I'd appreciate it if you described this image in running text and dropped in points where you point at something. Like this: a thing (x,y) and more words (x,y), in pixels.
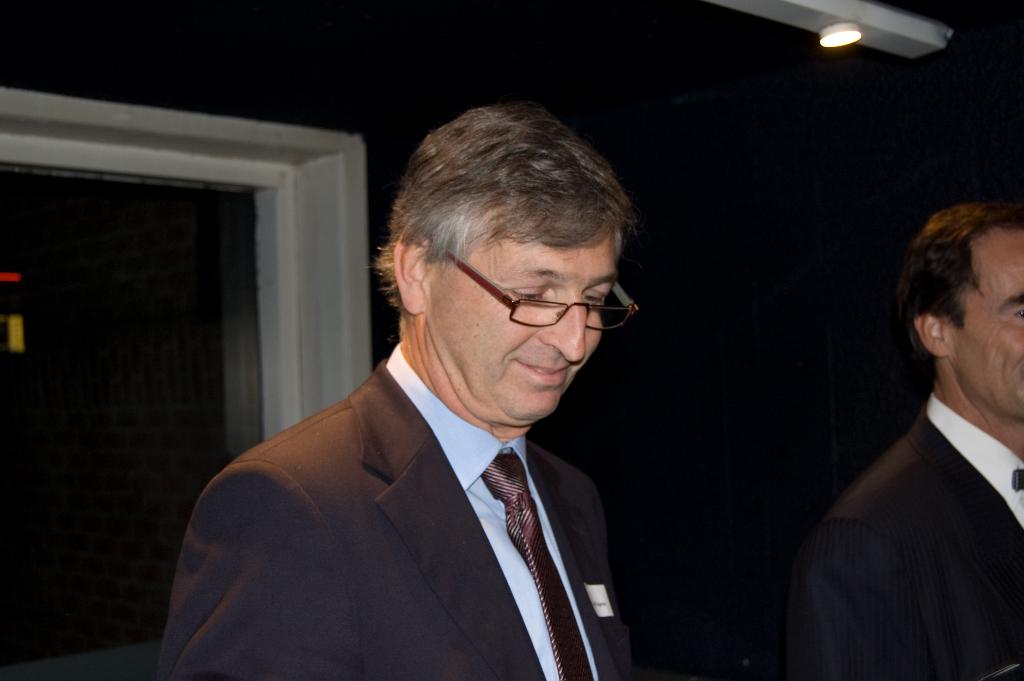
In this picture there is a person (450,566) wearing suit (429,578) and there is another person (939,579) beside him and there is a light (855,36) in the right top corner (862,32) and there are some other objects (237,208) in the background (187,269).
